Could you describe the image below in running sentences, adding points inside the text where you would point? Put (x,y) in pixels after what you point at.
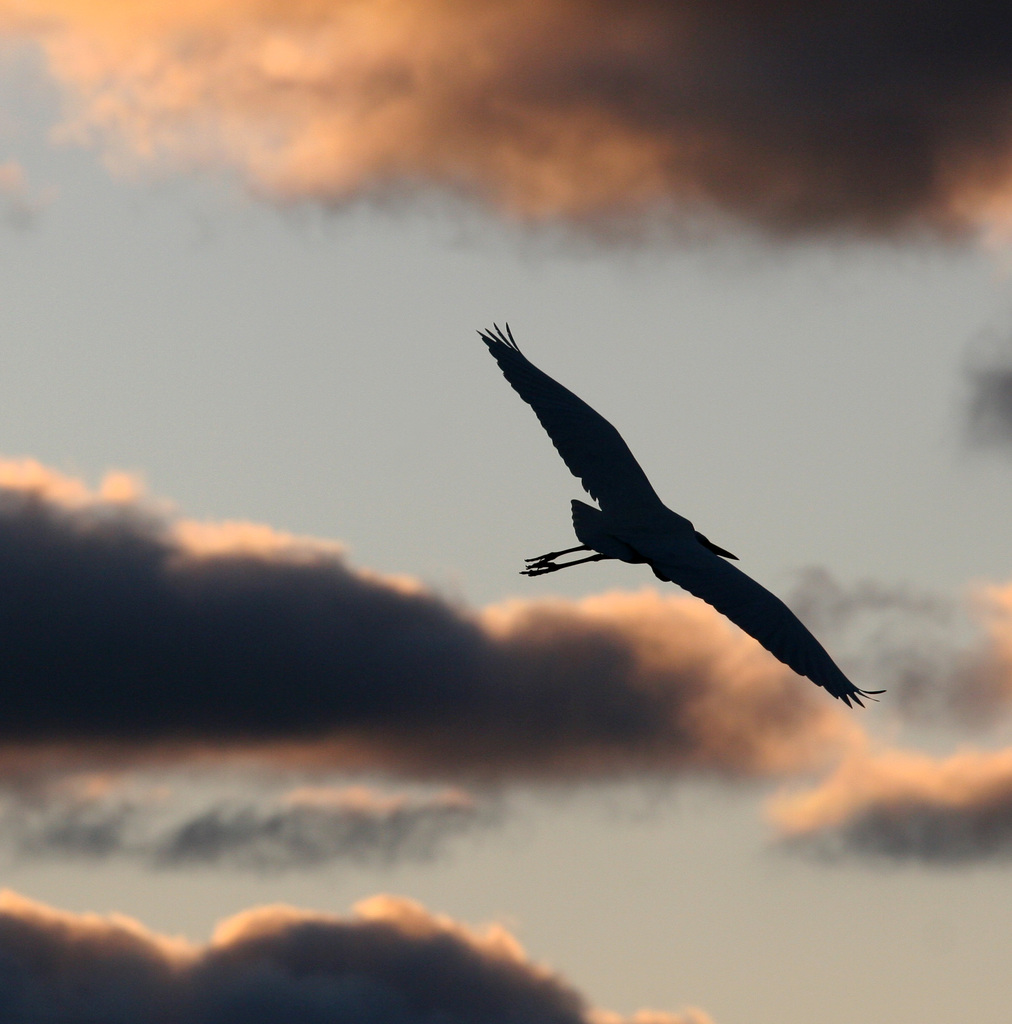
In this image, in the middle (520,355), we can see a bird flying in the air (775,524). In the background (569,361), we can see a sky (364,947) which is a bit cloudy.
